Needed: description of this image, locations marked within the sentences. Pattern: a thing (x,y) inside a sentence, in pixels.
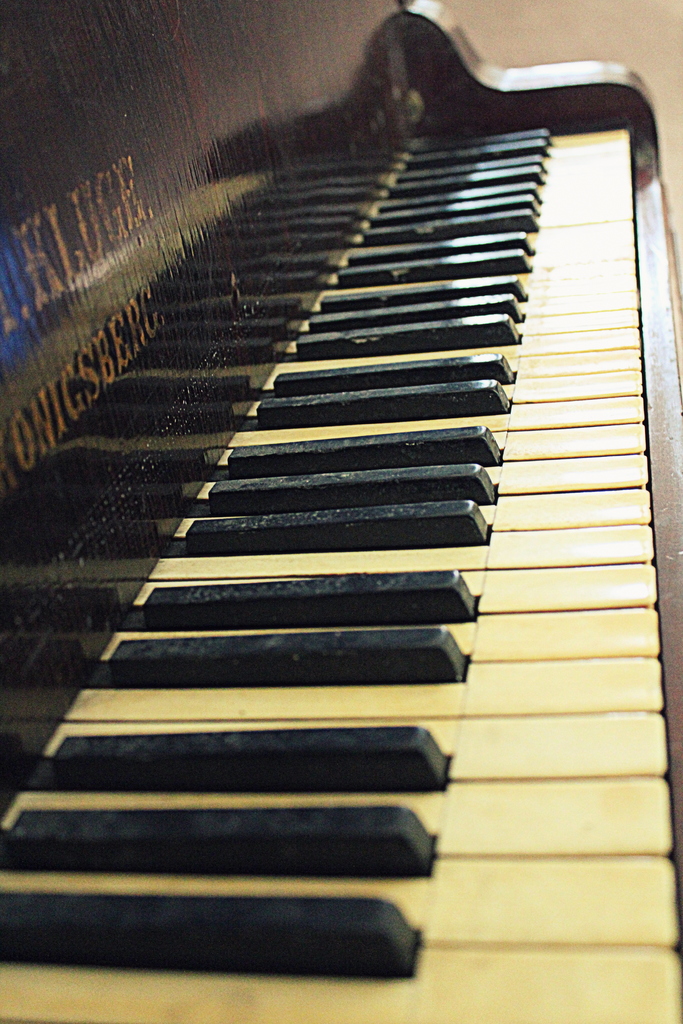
This picture shows a piano (43,81) with white and black keys (441,470) on it
